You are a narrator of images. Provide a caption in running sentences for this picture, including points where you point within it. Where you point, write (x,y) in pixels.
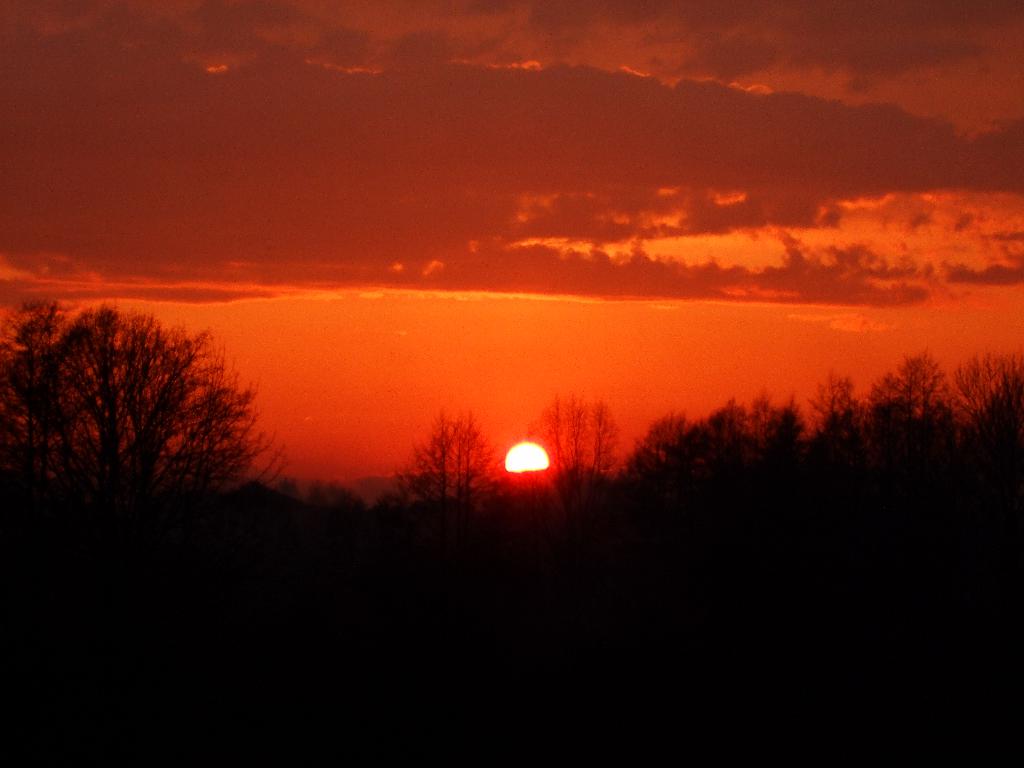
In this image there are some trees (99,482) at bottom of this image (613,568) and there is a sun (518,468) in middle of this image (547,466) and there is a cloudy sky (470,253) at top of this image (439,207).
